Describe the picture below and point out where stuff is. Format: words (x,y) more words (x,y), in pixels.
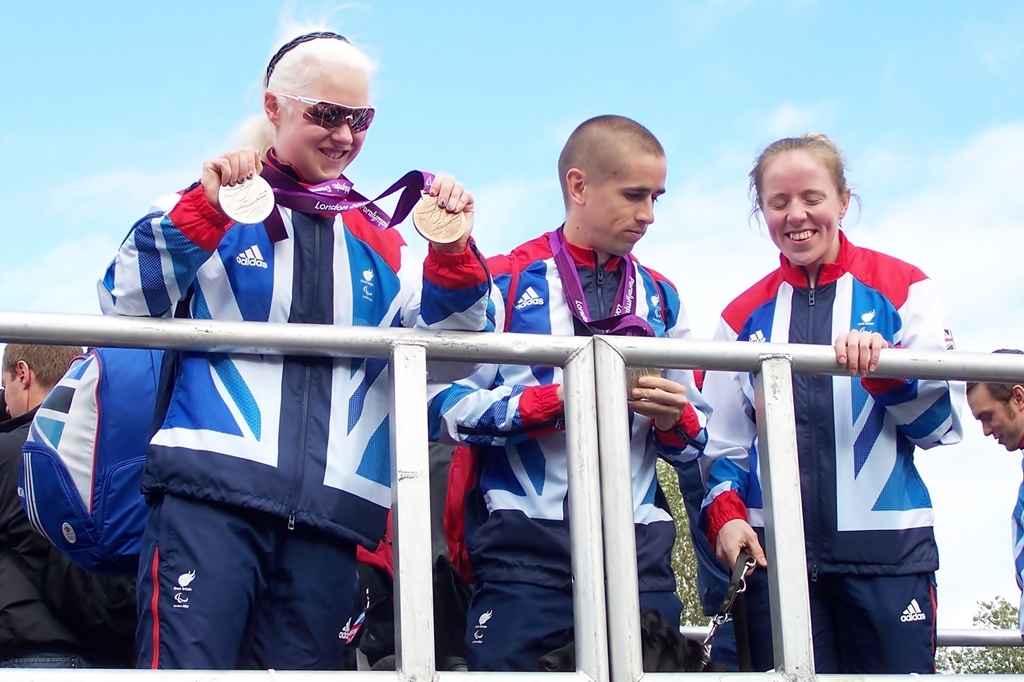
In this picture we can see some people (378,309) standing here, these two persons (521,323) wore medals (577,298), in the background (677,534) there is a tree (678,490), we can see the sky (704,72) at the top of the picture (707,45).
